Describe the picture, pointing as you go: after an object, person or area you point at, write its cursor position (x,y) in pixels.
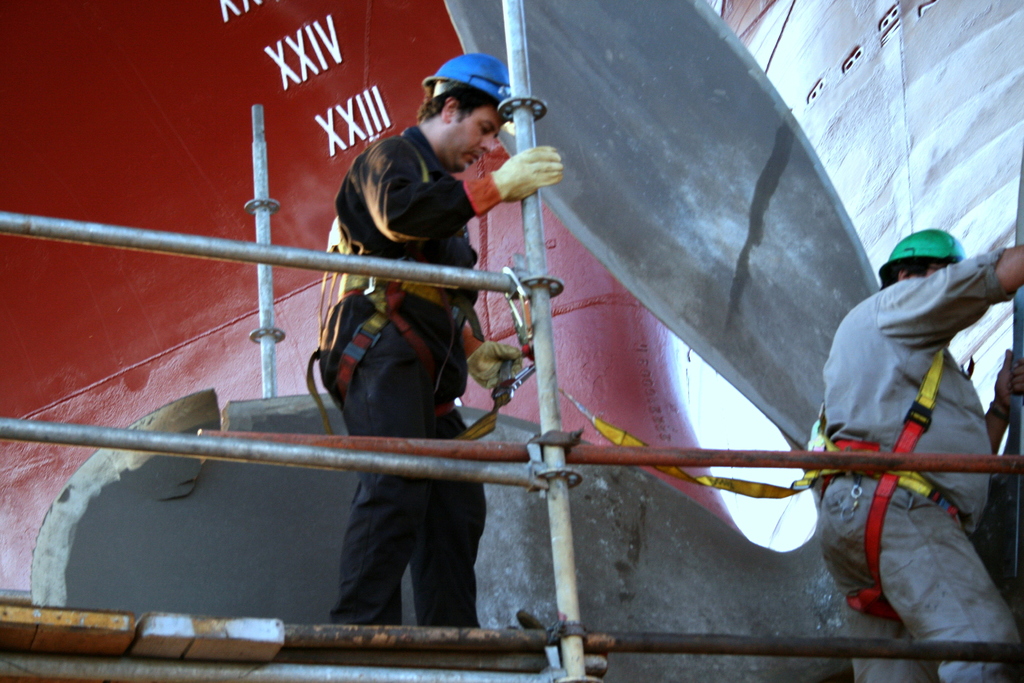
In this image I can see the ship (352,58) which is in red and ash color. To the side of the ship propeller (750,374) I can see two people (416,186) with the black and ash color dresses (852,319) and also helmets (491,77). To the side of these people (472,621) I can see the railing (272,369).
